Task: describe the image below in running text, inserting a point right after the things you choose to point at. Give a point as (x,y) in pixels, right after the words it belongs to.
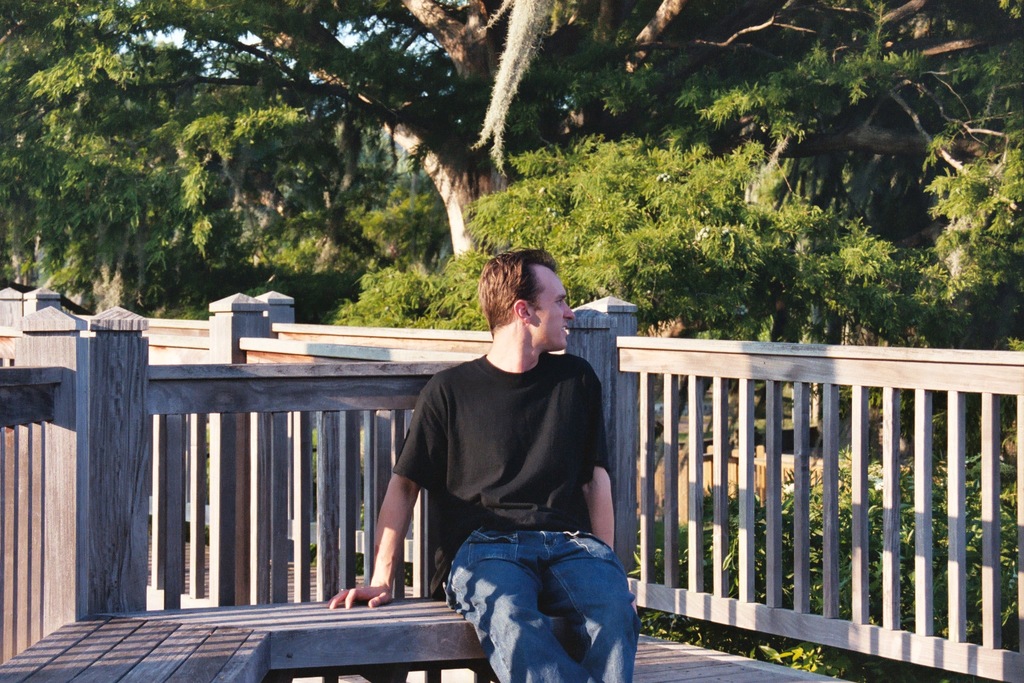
There is a man (425,426) sitting in the bench (257,640) in the middle of the image (432,437). There are wooden fences (806,418) around the bench (179,640). In the background (230,128) we can trees (669,116). The man (594,449) is wearing black t shirt (528,441) blue jeans (503,586).
